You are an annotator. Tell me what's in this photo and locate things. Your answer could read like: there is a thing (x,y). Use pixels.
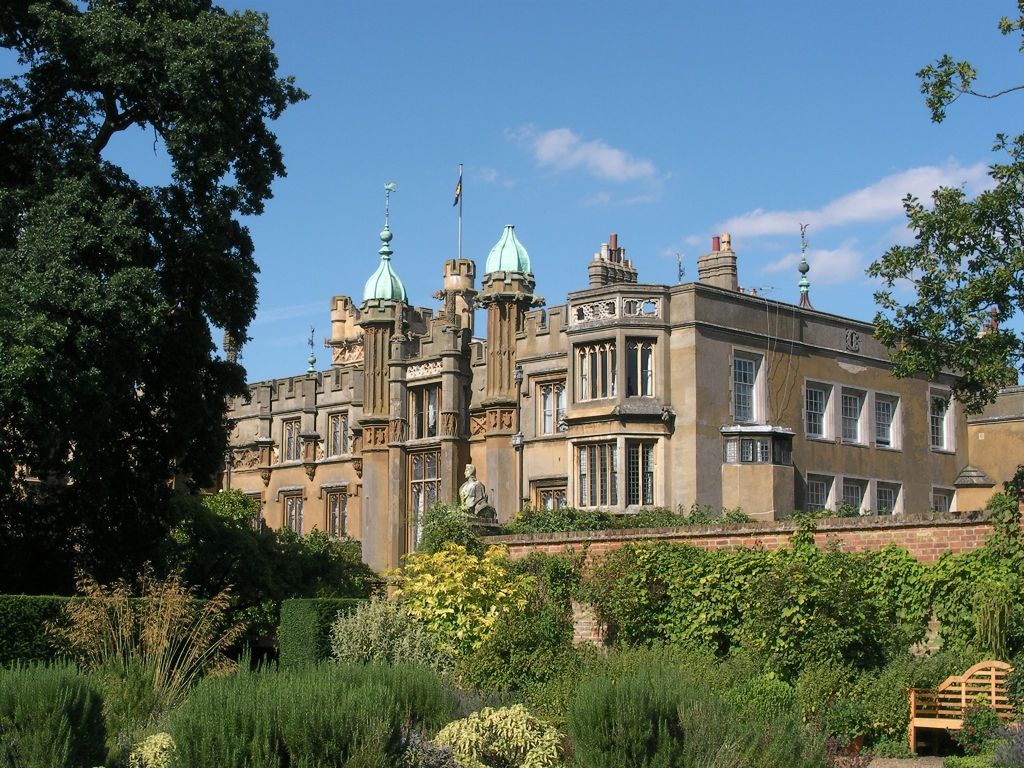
This image consists of a building (587,454) along with windows (639,390). At the bottom (396,723), there are plants (554,646). On the left (29,289) and right, there are trees (931,336). At the top of the building (459,267) there is a flag (458,187). And we can see the clouds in the sky (421,163).
